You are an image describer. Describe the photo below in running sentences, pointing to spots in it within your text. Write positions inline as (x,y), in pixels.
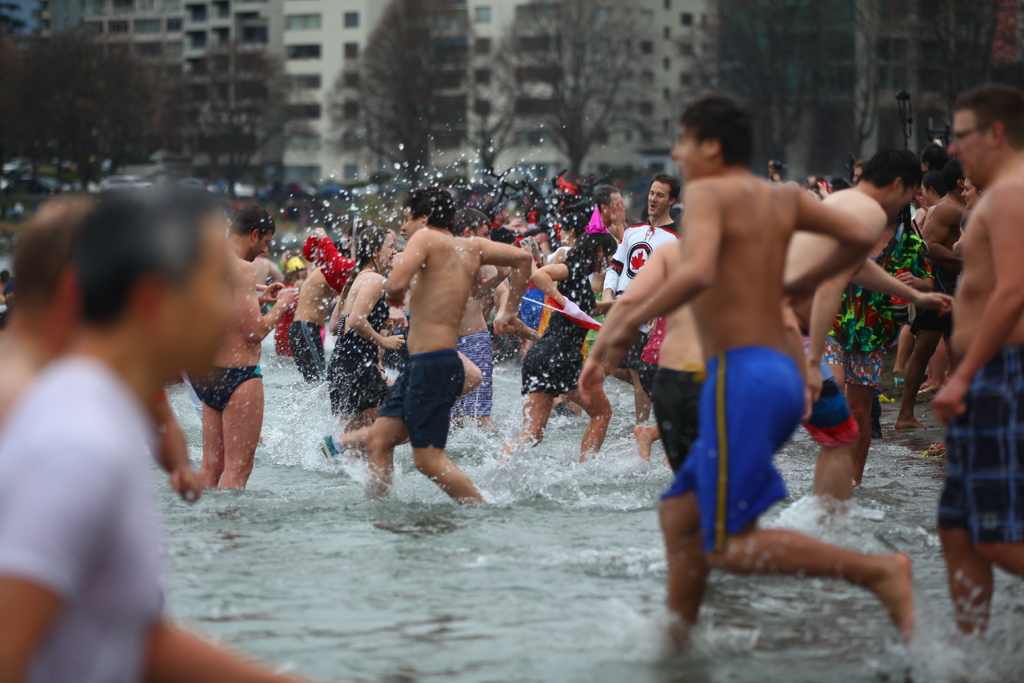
In this image there are group of person (471,371) in the water (435,552), there are trees (502,73), there are buildings (326,77).
